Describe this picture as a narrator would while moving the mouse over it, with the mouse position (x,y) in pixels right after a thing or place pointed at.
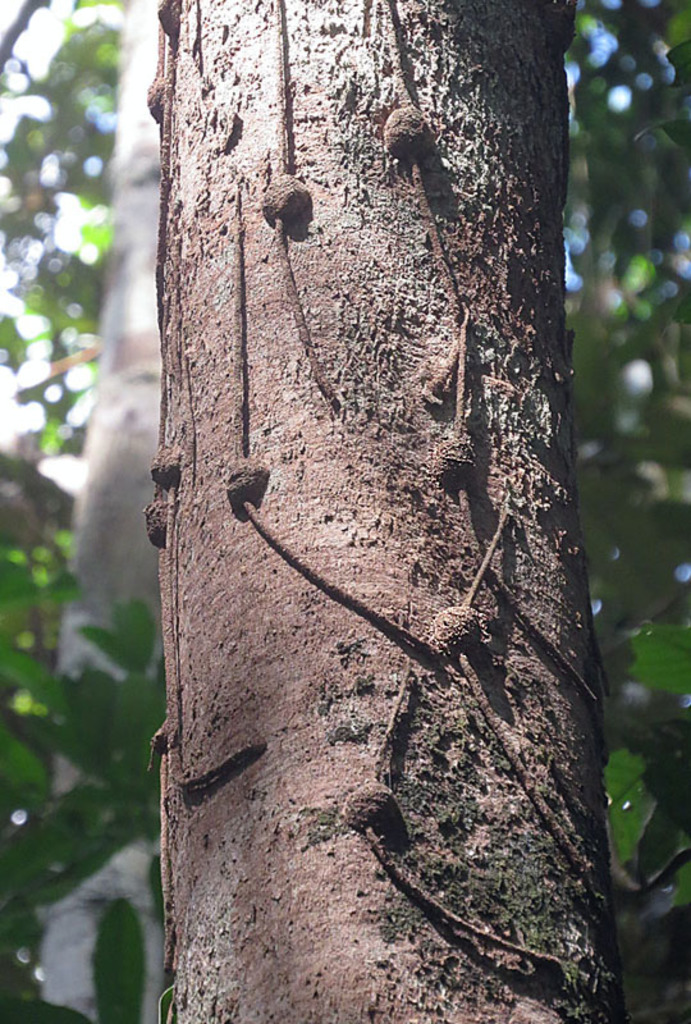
In this image there is a tree trunk (309,425), at the background of the image (140,794) there are trees (644,919).
